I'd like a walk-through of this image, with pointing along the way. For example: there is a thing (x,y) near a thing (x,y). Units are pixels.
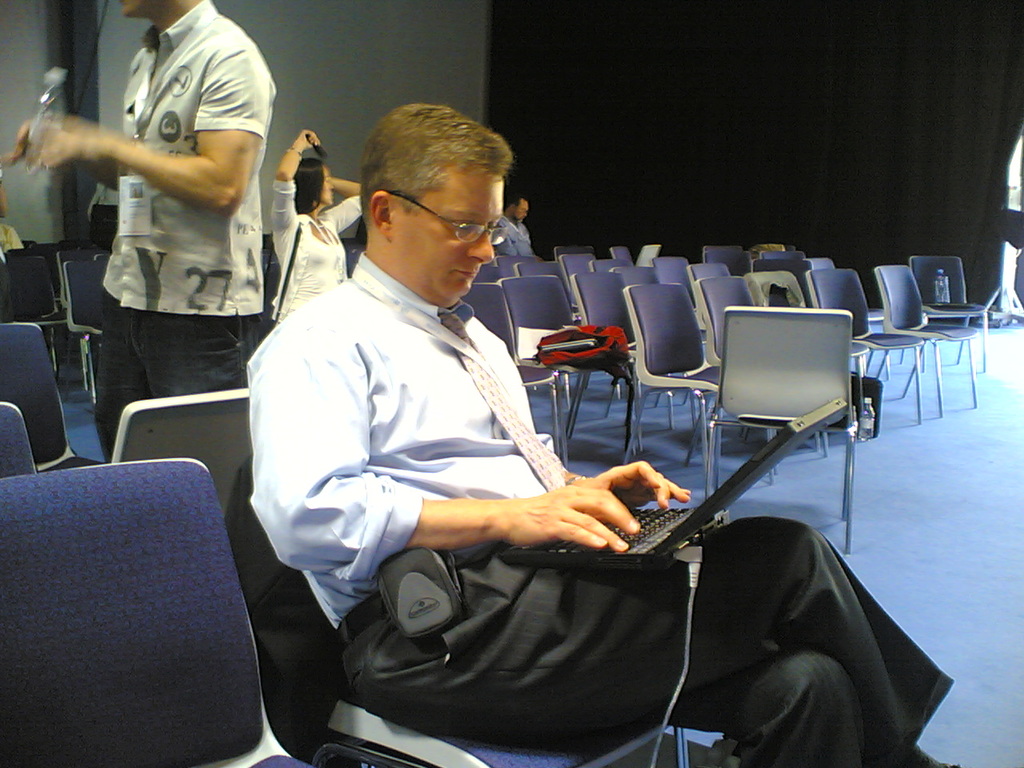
In this image there is a man (423,665) sitting in a chair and using laptop (586,551). There are many chairs (128,629) in this image. In the front (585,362), there is a red color bag (596,332) on the chair (598,323). In the background (689,104), there is a black cloth (890,143). To the left (288,64), there is a wall (296,59). At the bottom (951,516), there is floor (936,527) in blue color.
